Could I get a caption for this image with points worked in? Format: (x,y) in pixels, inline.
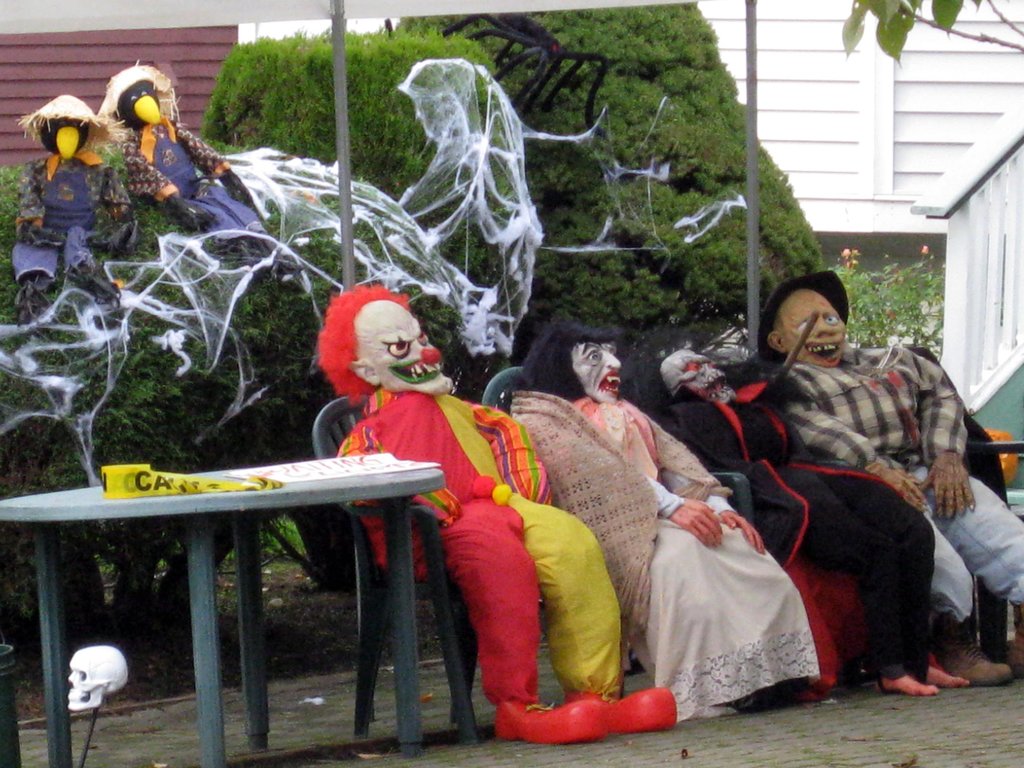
In this image few people (576,485) are sitting on the chairs (420,516) They are wearing masks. They are wearing costumes (599,540). Left side (304,478) there is a table (237,480) having few objects (173,485). Left bottom there is a skull (93,681) on the stick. Right side (978,334) there is a staircase (986,239). Background (70,197) there are plants (160,211) having few toys (137,173). Behind there is a wall (953,88).
